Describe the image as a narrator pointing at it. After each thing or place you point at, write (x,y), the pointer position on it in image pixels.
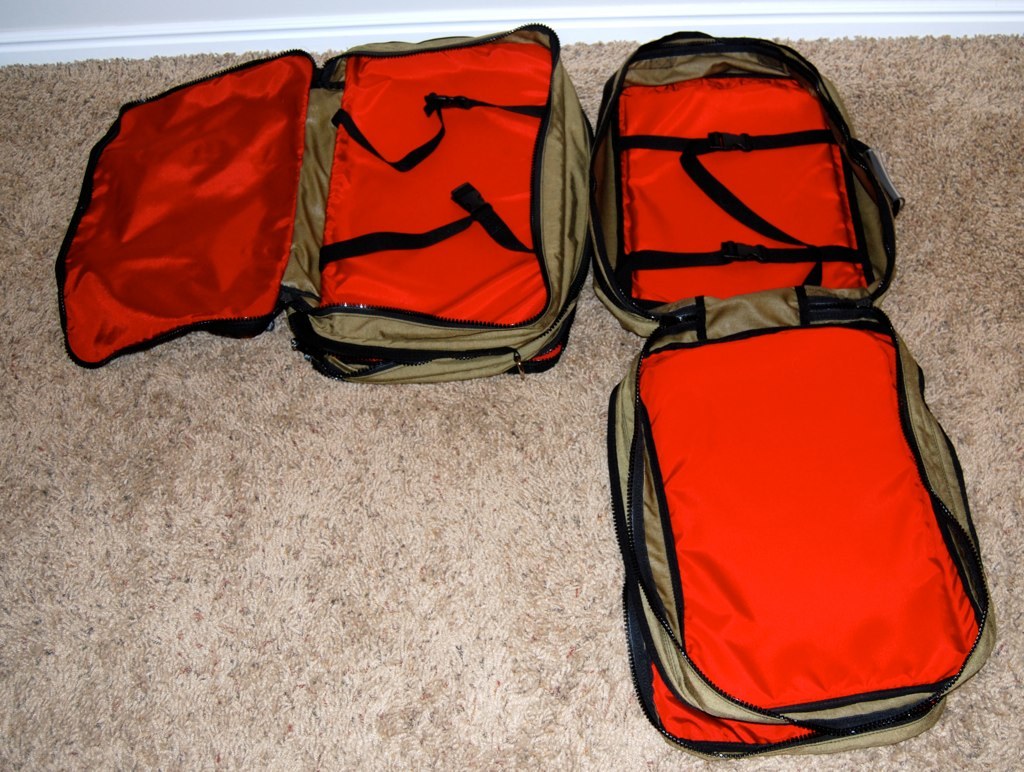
In this image I can see two tan color bags (738,321) on the floor (476,557).
